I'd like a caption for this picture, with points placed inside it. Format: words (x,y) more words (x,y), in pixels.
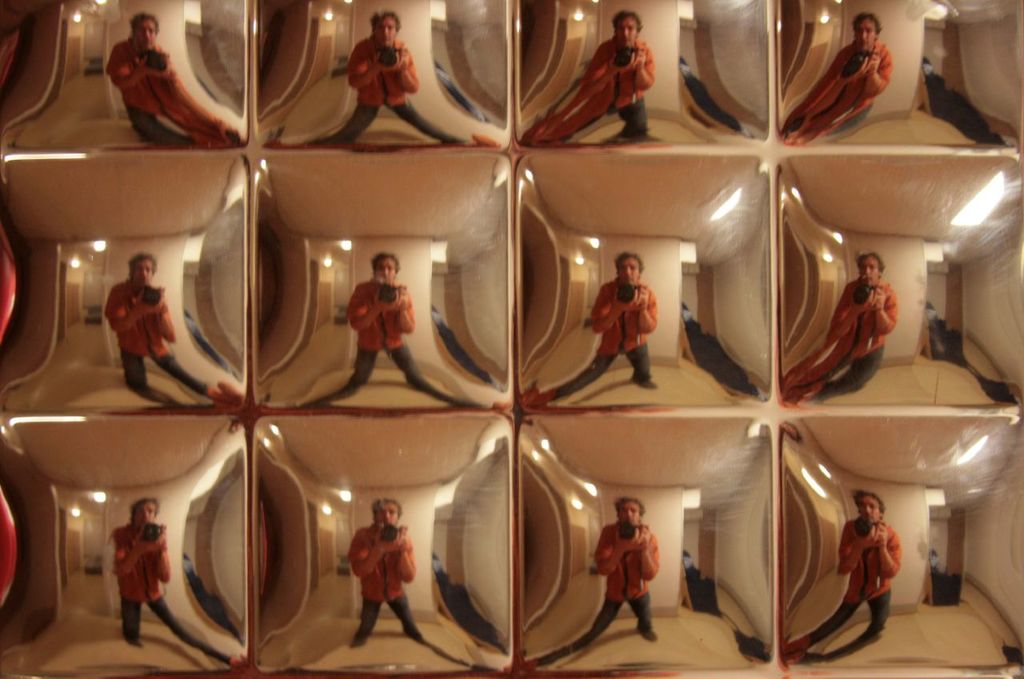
In this image we can see the reflection (583,381) of a person (602,565), a camera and interior (709,364) of the house (704,382) on some object (598,345).
